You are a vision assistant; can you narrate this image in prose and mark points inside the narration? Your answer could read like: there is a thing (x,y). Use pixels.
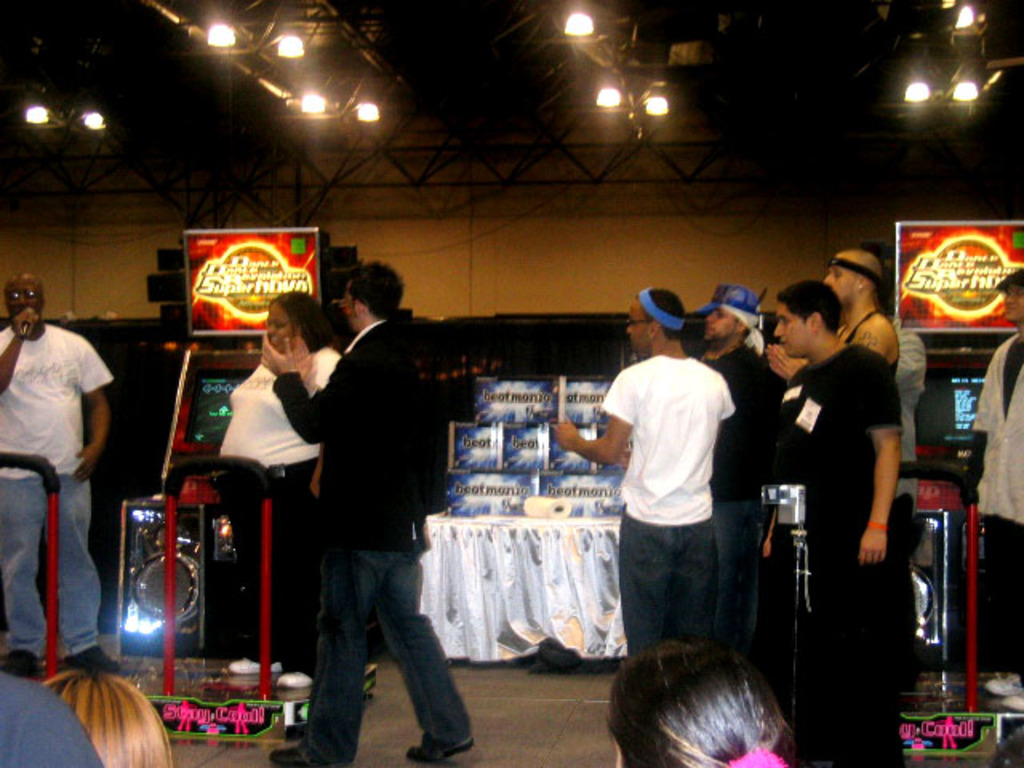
There are group of people (251,399) standing. This is a table (529,553) covered with a white cloth (538,601). I can see a tissue paper roll (541,513) and few objects (530,452) on it. I can see a speaker (165,583). I think these are the video games (231,308). These are the lights (311,100) attached to the lighting truss (353,94). Here is a man (34,343) standing and holding a mike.
